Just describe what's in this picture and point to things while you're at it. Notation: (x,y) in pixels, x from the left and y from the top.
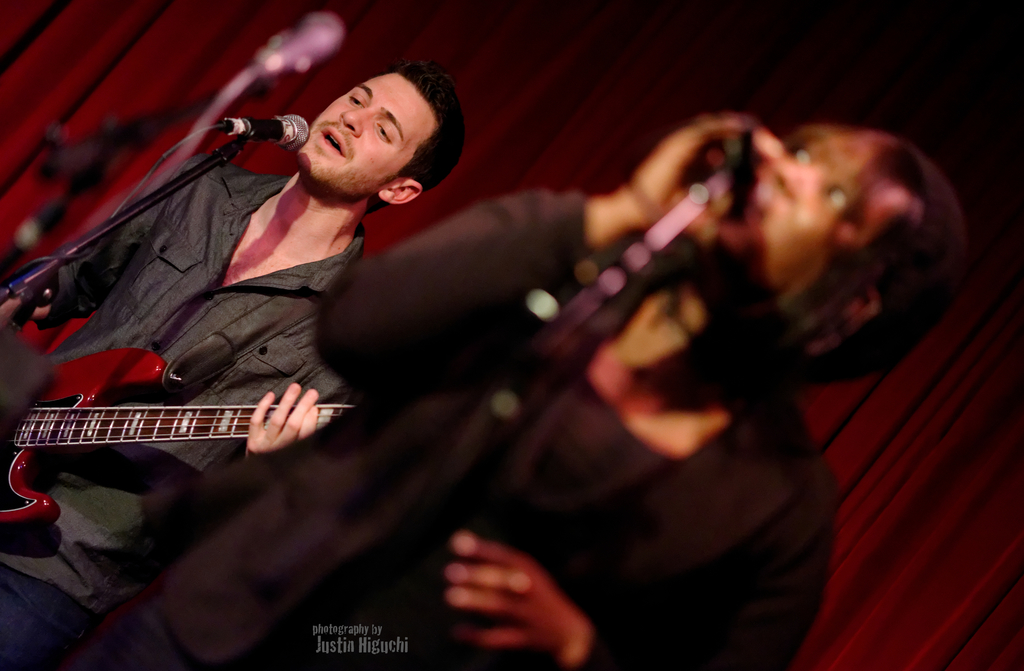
In this image I can see two persons (398,291) standing and singing on the mikes (264,125). This man (321,218) is playing the guitar (237,426). In the background (919,423) there is a curtain (956,490).
